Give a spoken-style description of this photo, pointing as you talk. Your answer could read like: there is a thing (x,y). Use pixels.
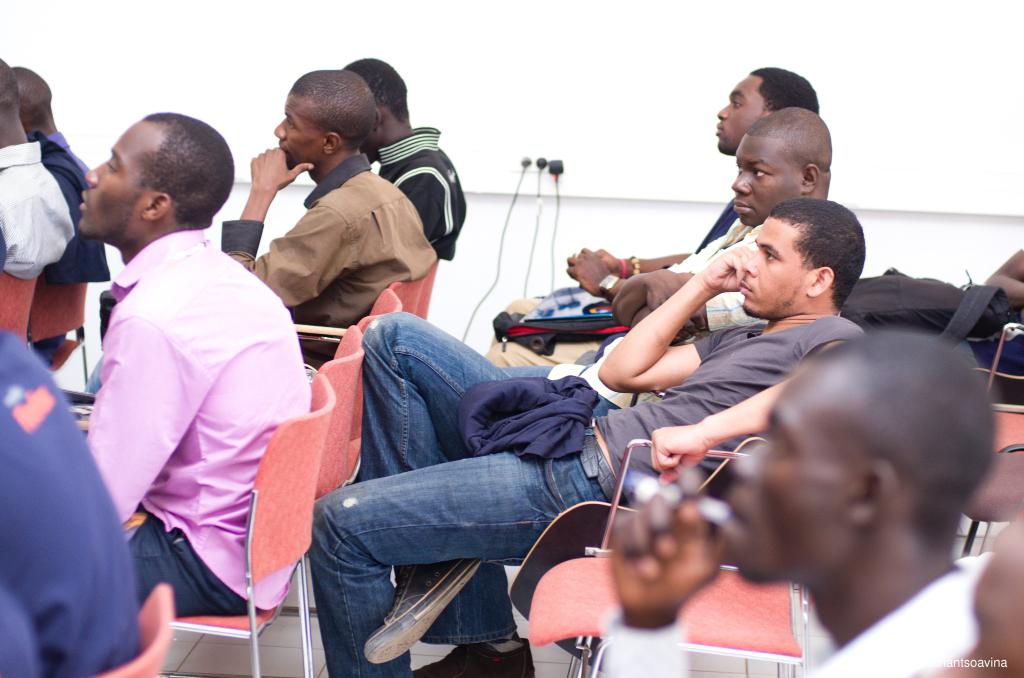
In this image I can see group of people (396,217) are sitting on the chairs (252,549). In the background (575,132) I can see a wall (907,20) off white in color and sockets (554,160). This image is taken in a hall (396,416).
